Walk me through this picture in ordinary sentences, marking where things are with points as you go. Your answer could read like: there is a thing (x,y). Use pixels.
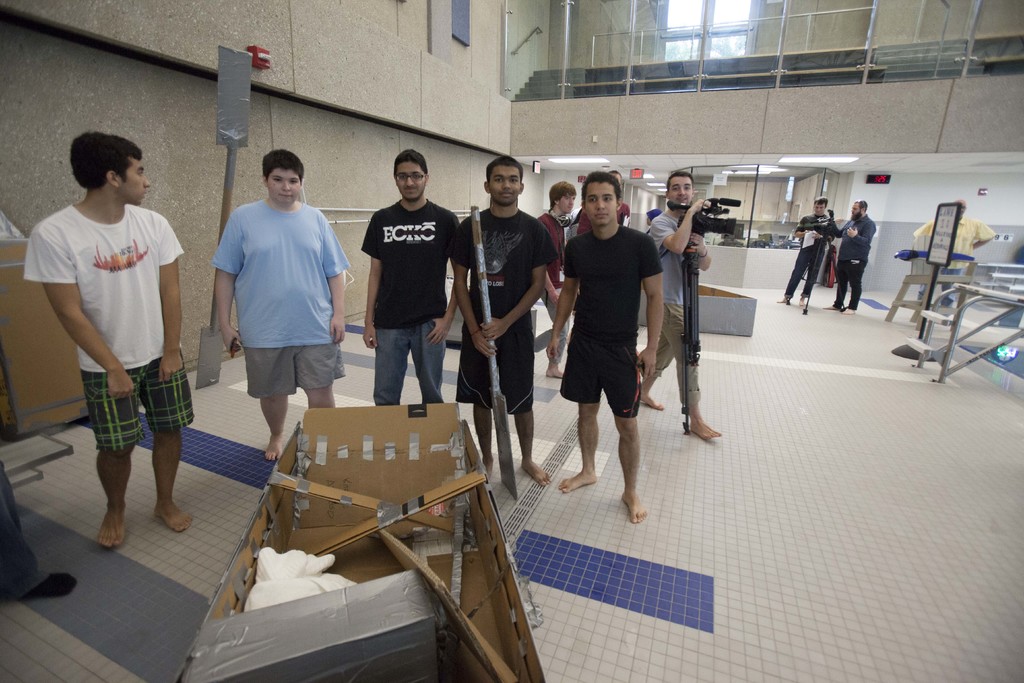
Inside an organisation a group of people (427,271) are standing in a hall (868,368), few of them (606,291) are posing for the photo and behind the people (604,277) another person (677,341) is working by holding a camera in his hand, in front of the people (248,353) there is an object (425,489) made up of cardboard (459,490) and in the background (543,79) there are windows (769,182) made up of glasses (813,182) and beside the glasses (780,191) there is a wall (895,195).
